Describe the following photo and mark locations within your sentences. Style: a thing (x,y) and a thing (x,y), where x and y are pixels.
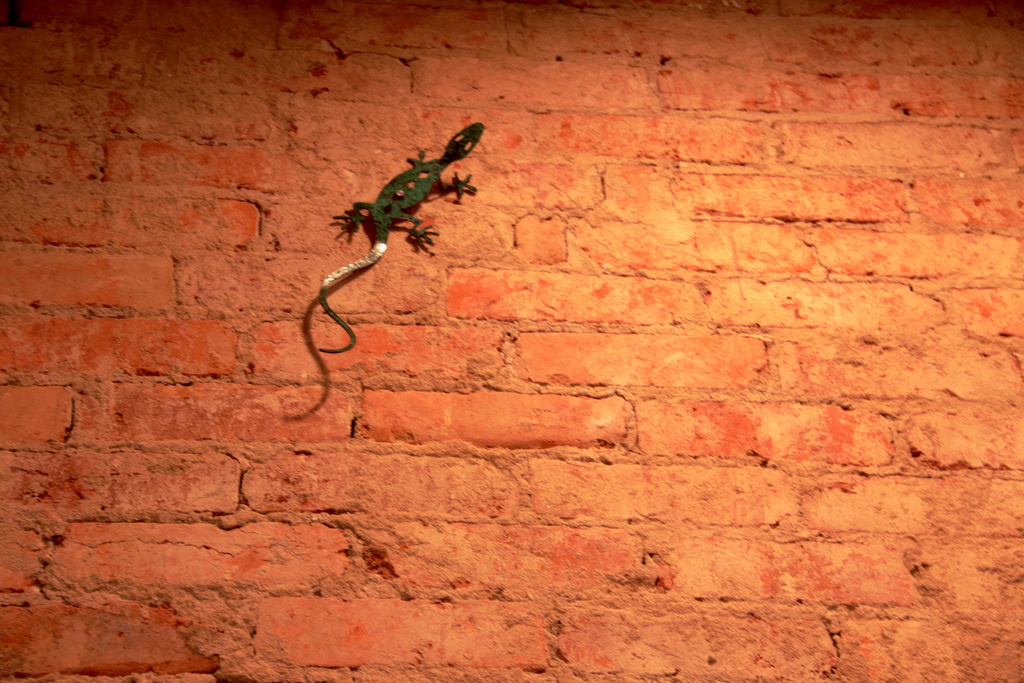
In this image in the center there is one lizard (424,167) on the wall (502,334).
